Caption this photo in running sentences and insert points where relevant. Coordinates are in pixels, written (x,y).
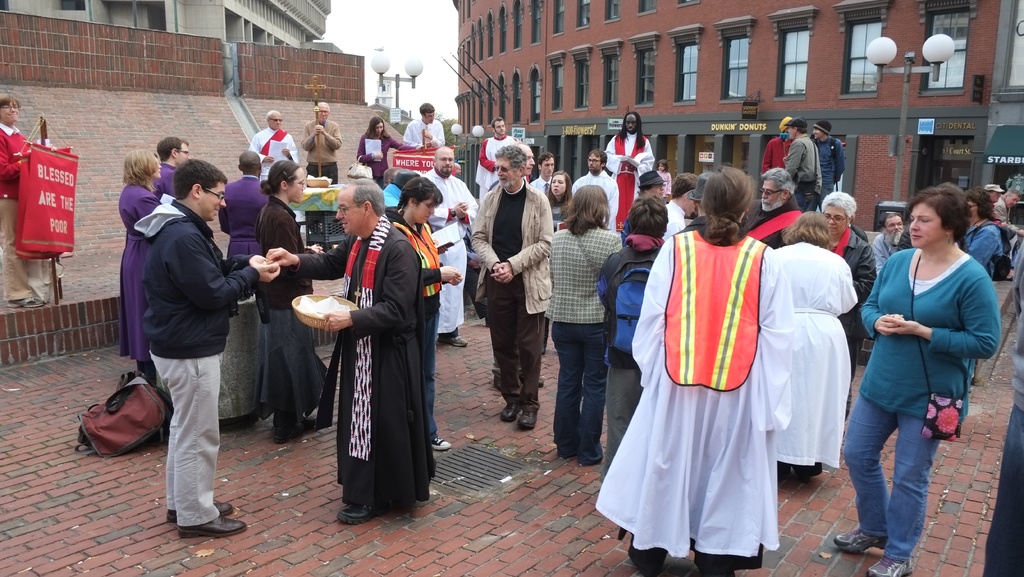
In the picture we can see a group of people (832,275) are standing on the path (944,463) near to the building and talking to each other and behind them, we can see some people (450,156) are giving a speech and besides to them on the either sides we can see buildings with walls (3,330) near it and in some poles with lamps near it and in the background (404,33) we can see the sky (418,42).
